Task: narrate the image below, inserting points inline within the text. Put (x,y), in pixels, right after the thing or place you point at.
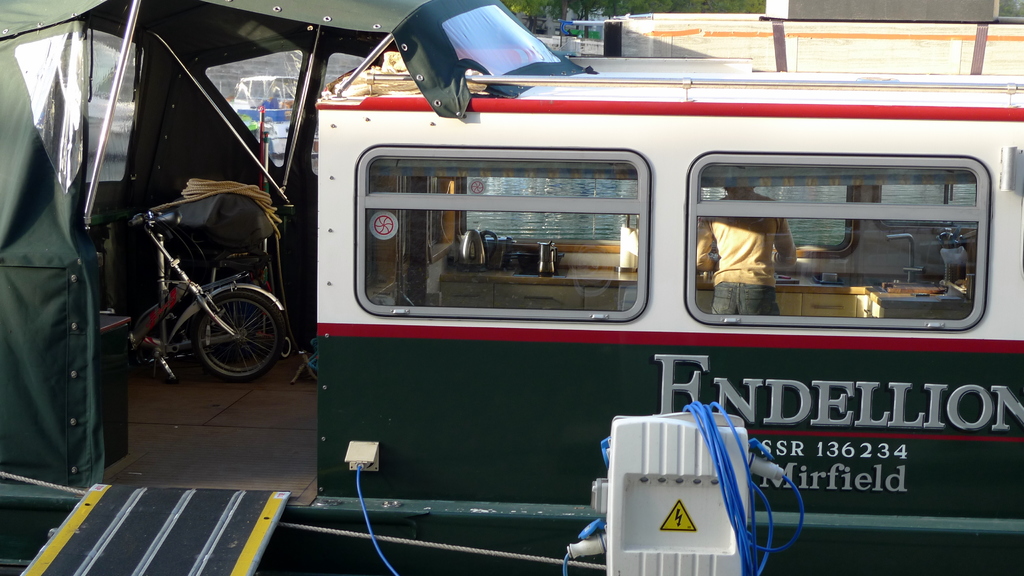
There is a ship (645,358) in the center of the image (599,352), there is a person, bicycle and kitchenware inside it, there is an electric box (737,479) and wires (722,474) at the bottom side (680,478) and there is greenery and other ships (273,123) on the water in the background area (255,97).
